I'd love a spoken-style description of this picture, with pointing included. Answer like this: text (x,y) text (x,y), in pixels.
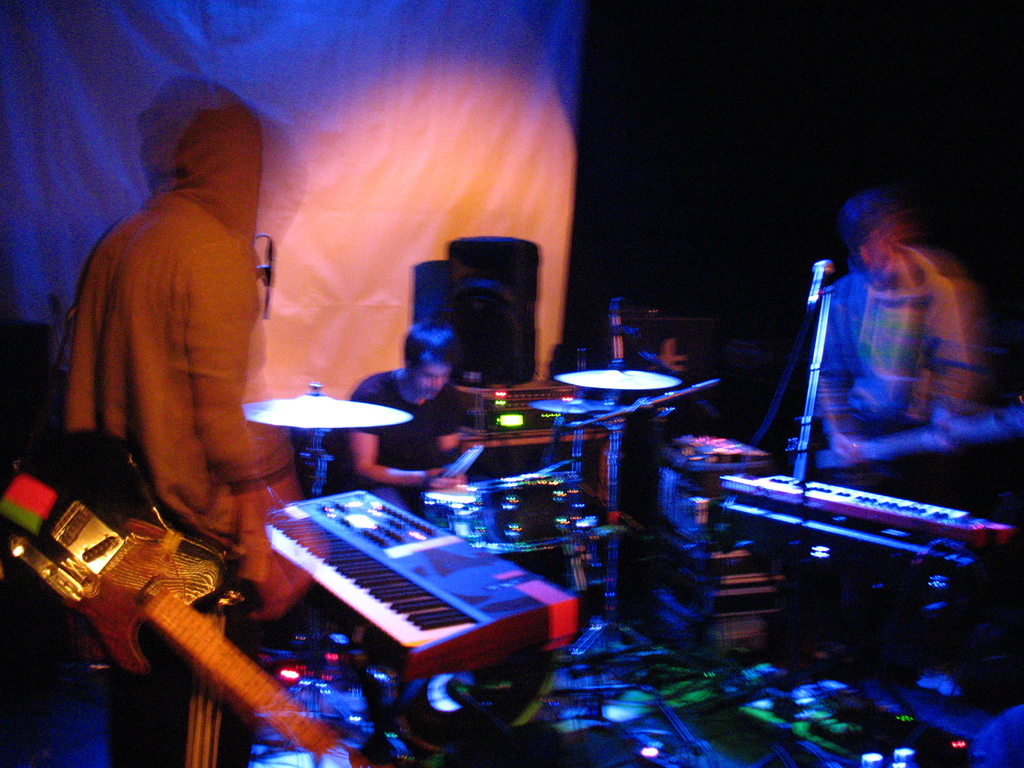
In this image I can see few people (105,313) where two of them are standing and one person (447,375) is sitting next to a drum set (565,378). I can also see few musical instruments (865,518) and a mic (828,311).
